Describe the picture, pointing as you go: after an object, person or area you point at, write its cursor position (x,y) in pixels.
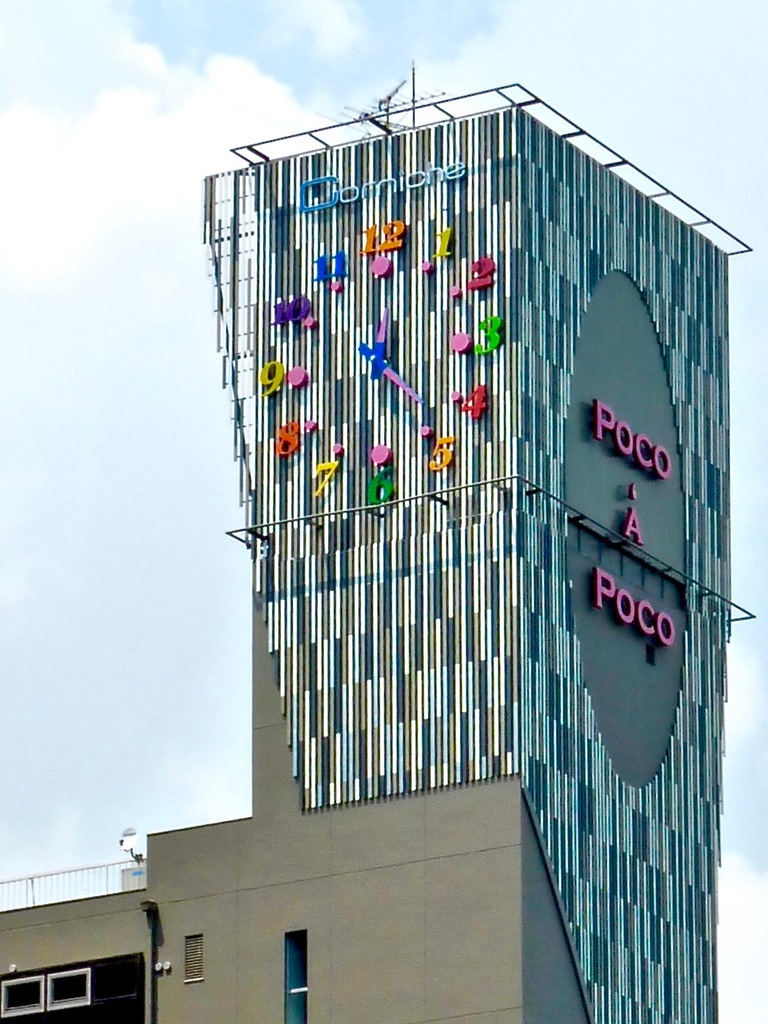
In this image there is a building (581,350) and there is a clock (378,307) and some text (629,429) on that building (369,768), in the background (70,804) there is the sky (658,75).
